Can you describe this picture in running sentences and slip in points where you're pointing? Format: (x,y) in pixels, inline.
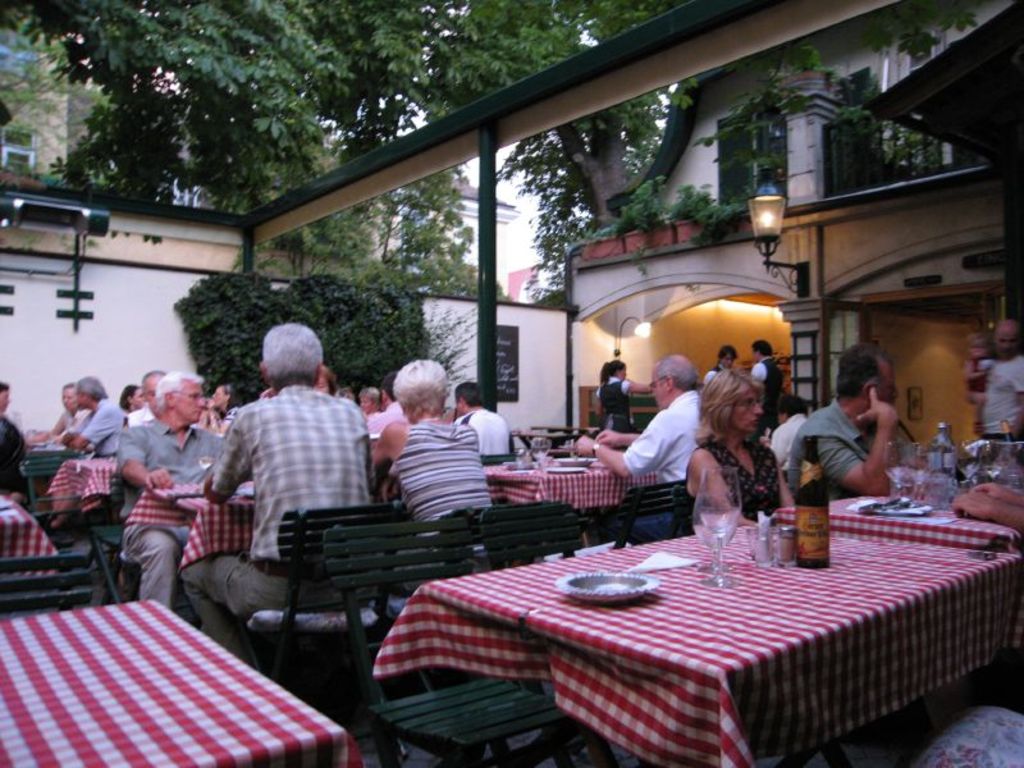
An outdoor picture. This are trees (279,59). Lantern lamp (758,232) attached to a wall (763,276). A pole (485,216). Persons (809,434) are sitting on a chair (413,559). In-front of them there are tables (960,543), on table (655,599) there is a plate (607,589), glasses (706,533) and bottle (818,506). Far this persons (780,385) are standing.
